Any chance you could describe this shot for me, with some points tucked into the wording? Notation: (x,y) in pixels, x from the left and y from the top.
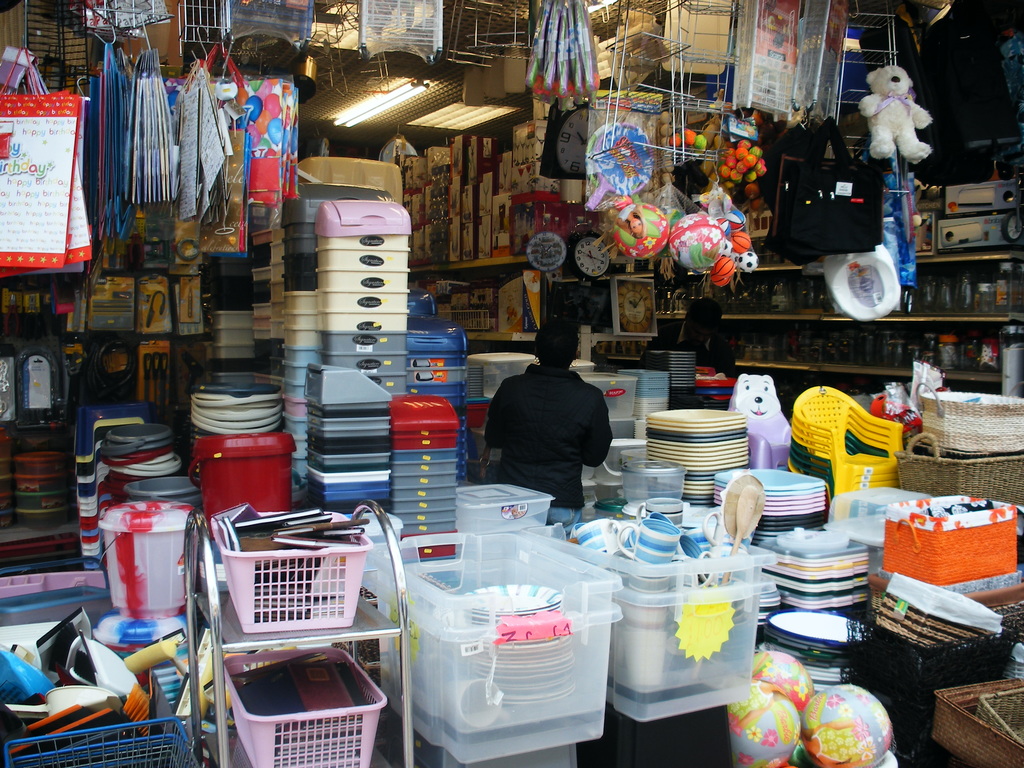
In this picture I can see a store (472,367) and I can see few plastic bowls (766,490), chairs (802,471), boxes (564,563) and few bags (176,166) hanging and soft toys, balls (622,215) and dustbins (418,475) and few glass bottles (878,334) in the shelves (801,269) and I can see few small carton boxes (461,232) in the shelves (440,153) and lights (347,120) to the ceiling (370,81) and I can see a man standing and watching.
